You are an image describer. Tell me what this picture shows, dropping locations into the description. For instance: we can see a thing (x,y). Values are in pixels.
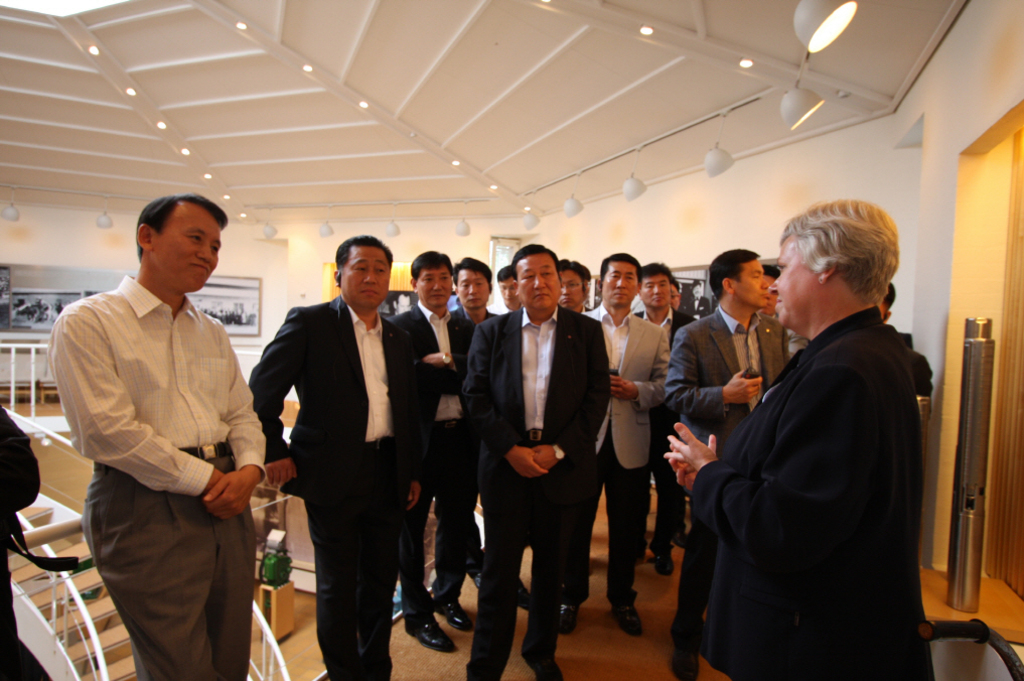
In the foreground of the picture (565,275) there are group of people (390,265) standing. On the right (987,428) there is a pole (986,341). At the top (495,130) there are lights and ceiling (477,92). In the background (233,335) towards left (62,295) there are frames (52,321), railing (32,381), benches (24,393), staircase (96,615) and other objects (267,559). In the background (701,265) towards center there are frames (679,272) and other objects (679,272).
